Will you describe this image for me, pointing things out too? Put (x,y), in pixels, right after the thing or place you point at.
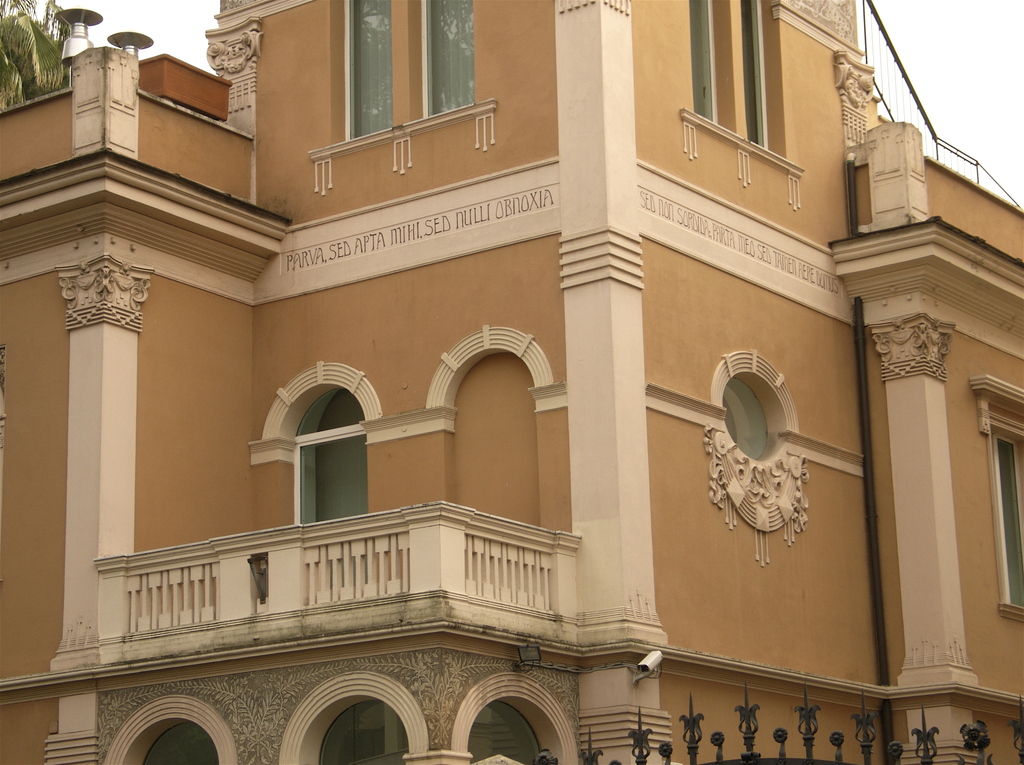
In this picture we can see a building (778,447), windows (1003,465), balcony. There is something written on the walls (530,226) of a building (530,226). On the right side of the picture (990,184) we can see a railing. On the left side of the picture (18,3) it looks like a tree (58,50). At the bottom portion of the picture (867,761) it looks like the top portion (814,761) of an iron gate (748,762).
